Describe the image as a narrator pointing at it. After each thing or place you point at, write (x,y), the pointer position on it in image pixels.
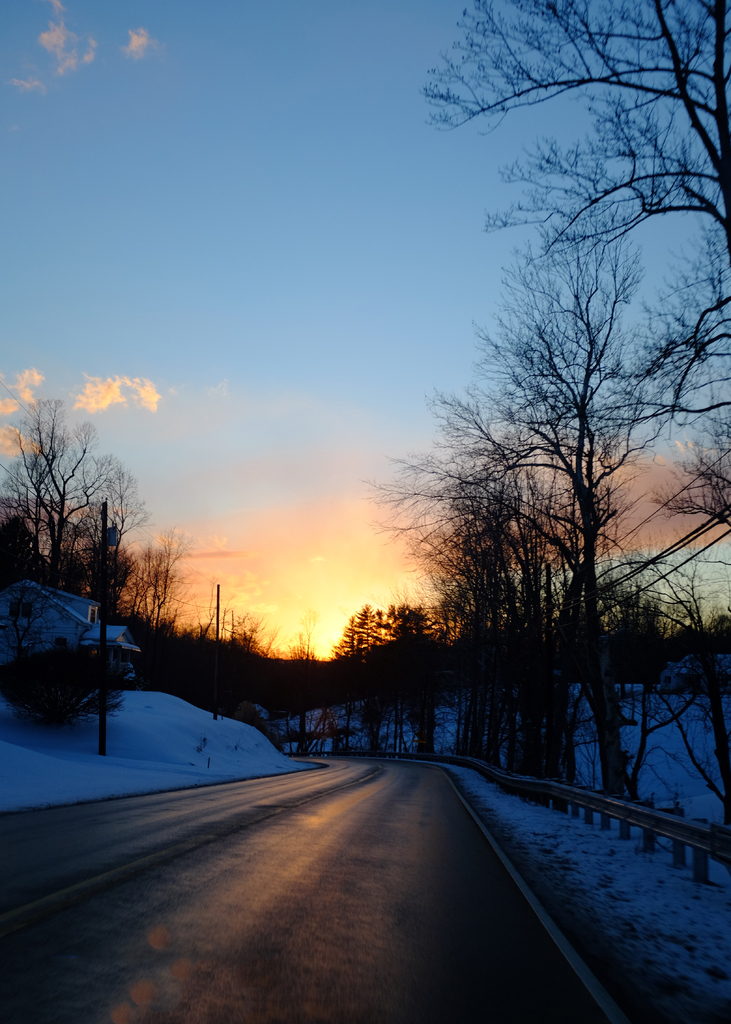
In this image there are trees (409,614) and we can see a road (493,907). There is snow (179,759). On the left (68,646) there is a shed (53,647). In the background (221,514) there is sky (289,363).
